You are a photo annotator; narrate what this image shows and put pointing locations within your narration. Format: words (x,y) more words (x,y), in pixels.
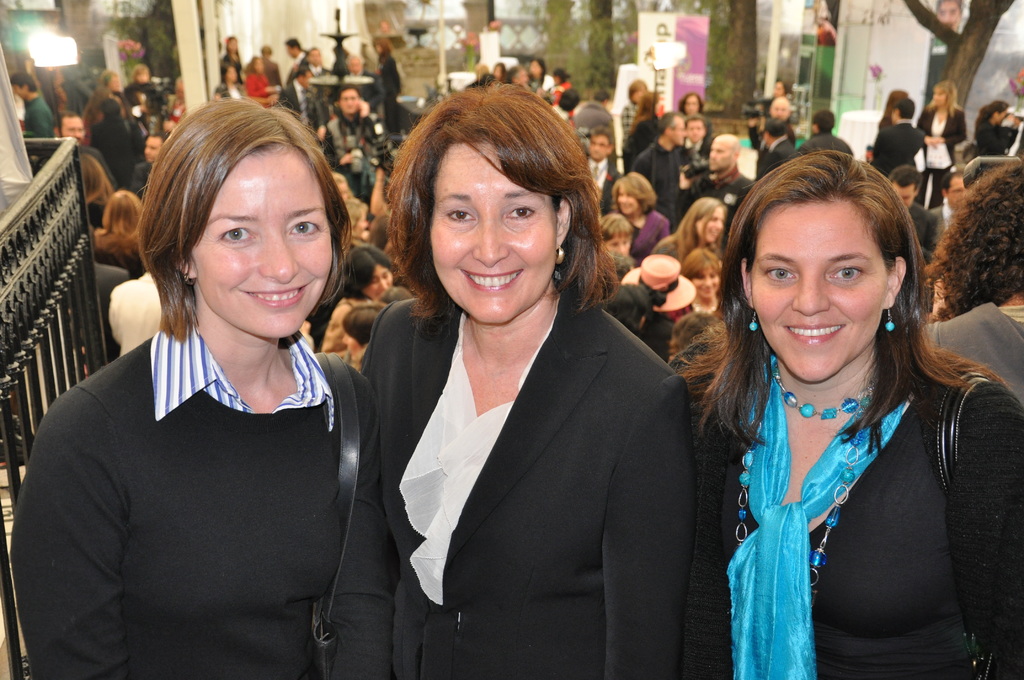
In this picture I can see three women's (483,264), behind we can see some people (125,246), and also I can see fence (62,264), trees (953,60) and some glass doors (904,49) around.
